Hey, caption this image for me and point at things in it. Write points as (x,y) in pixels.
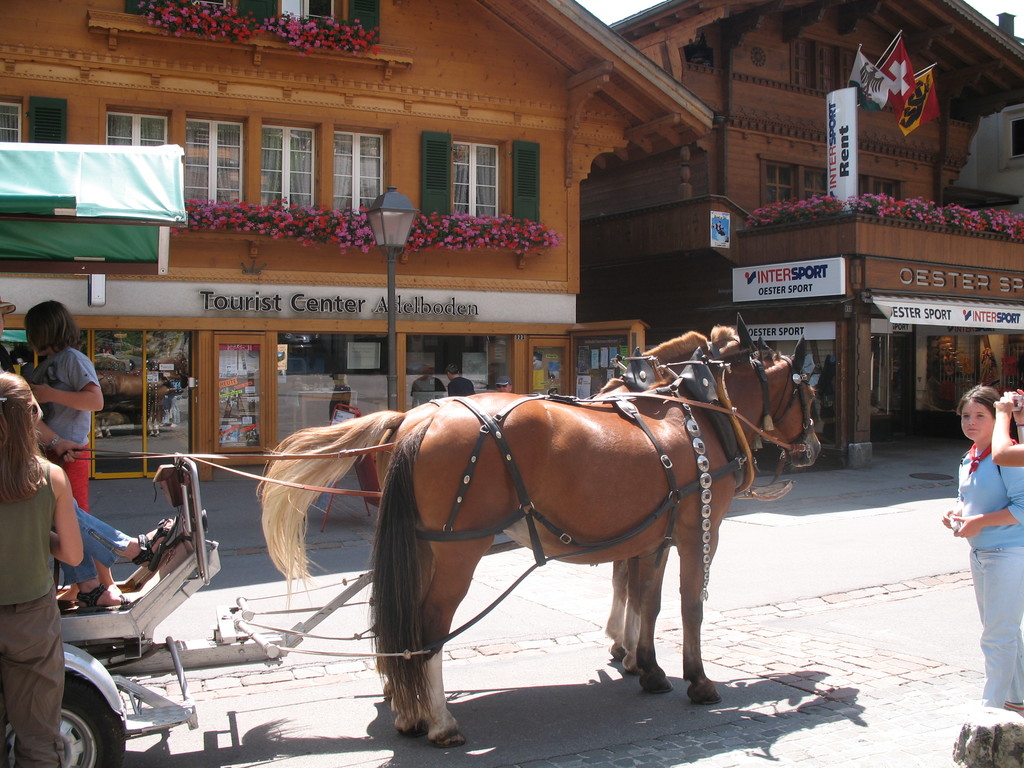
In the background (306,84) we can see buildings (97,118). In this picture we can see flowers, windows (268,188), flags (897,56), boards (1011,276), stores (965,276), people (3,386), cart (121,727), animals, light pole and objects (792,379). On the right side of the picture (1023,403) we can see a person's hand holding an object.
